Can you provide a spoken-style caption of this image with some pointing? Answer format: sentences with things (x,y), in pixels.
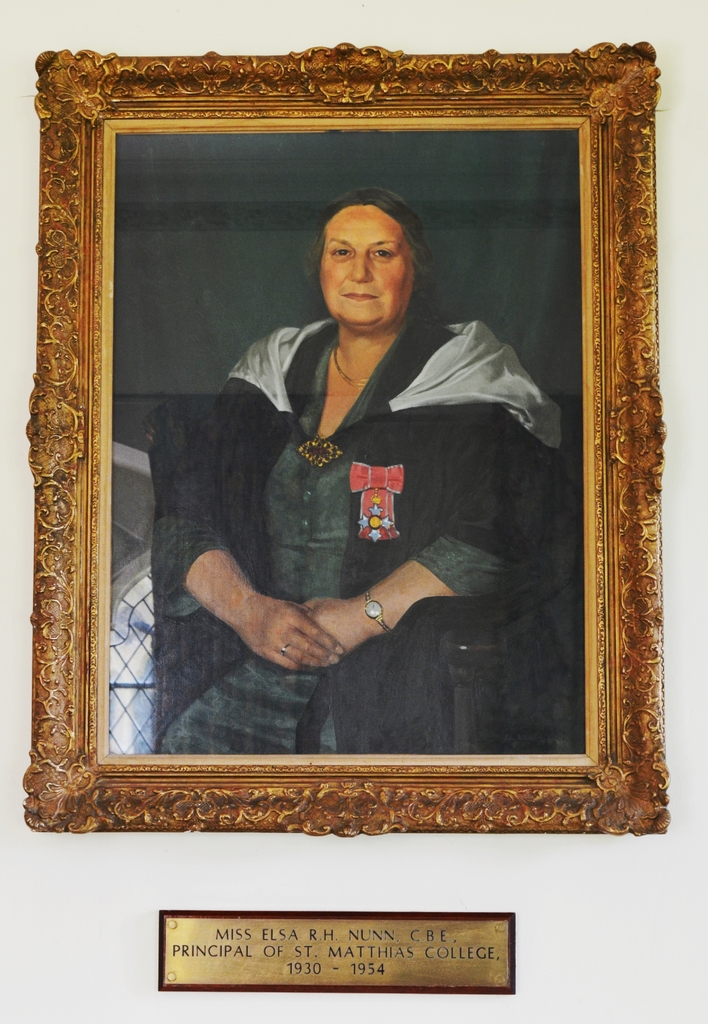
In this picture I can see a photo frame (341,491) of a woman (447,367) and I can see text (392,971) at the bottom of the frame (97,458) and I can see white background (104,864).
